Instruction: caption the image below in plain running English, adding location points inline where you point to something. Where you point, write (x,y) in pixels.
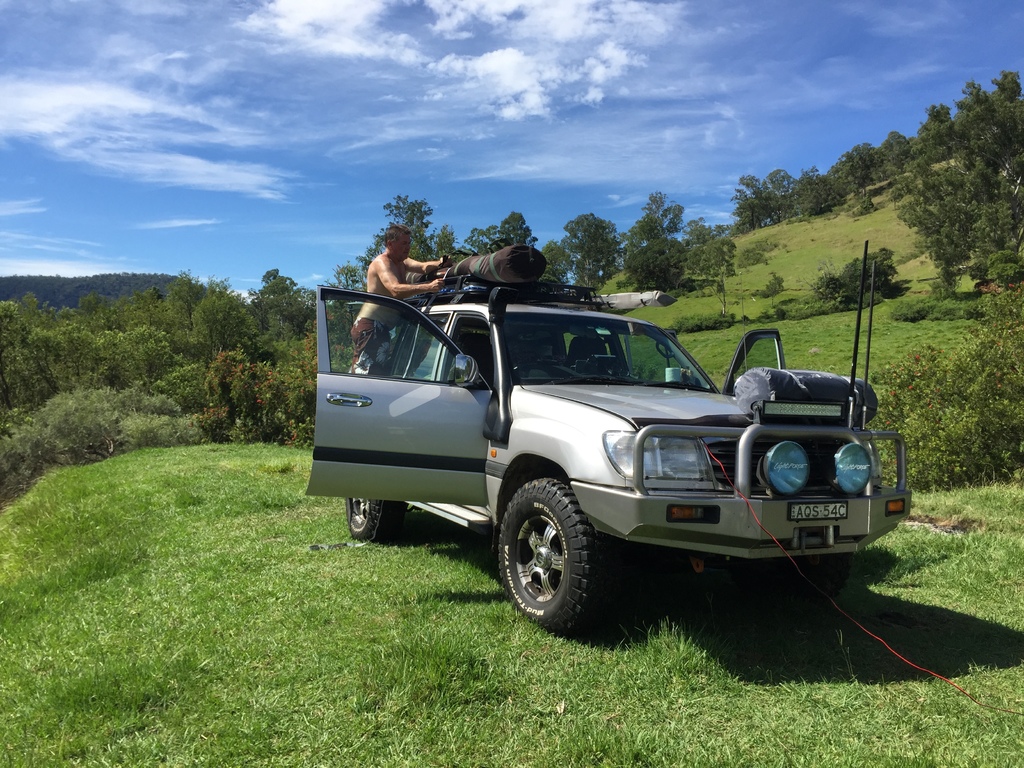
In the picture we can see a grass surface (483,729) on it, we can see a car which is gray in color and with an opened door (329,469) and man (380,340) fixing something on the car (426,297) and in the background (857,274) we can see a hill (847,336) with grass surface (817,316), plants (851,286), trees (655,240) and sky (455,167) with clouds (39,104).
